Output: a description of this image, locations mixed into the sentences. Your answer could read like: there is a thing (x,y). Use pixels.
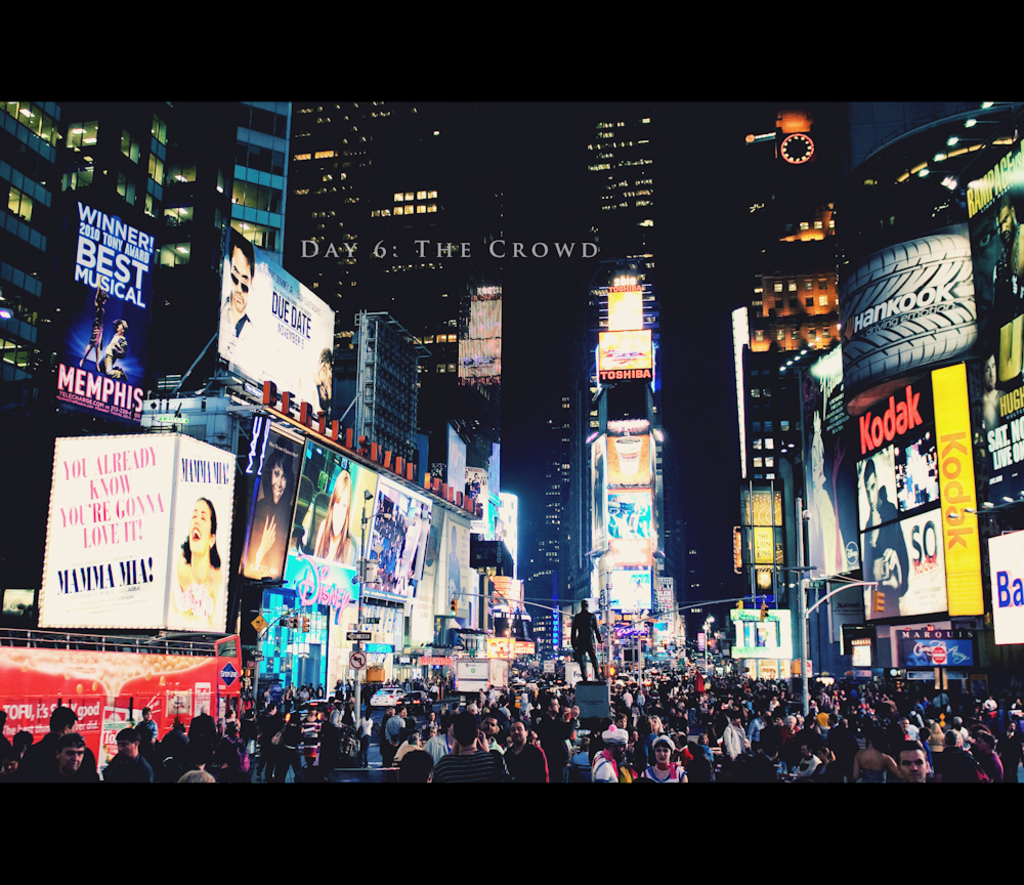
The picture is taken in the city (498,694) on the street (627,686). In the center of the picture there are people (412,739), sculpture (584,676), poles (608,652), street lights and other objects (493,659). On the left (237,603) there are buildings (14,381), boards (285,524), screens (320,457), text (306,586) and other objects (45,653). In the center of the background (612,516) there are buildings (609,408) and screens (626,302). On the right (884,428) there are buildings (785,605) and television screen (902,507).
